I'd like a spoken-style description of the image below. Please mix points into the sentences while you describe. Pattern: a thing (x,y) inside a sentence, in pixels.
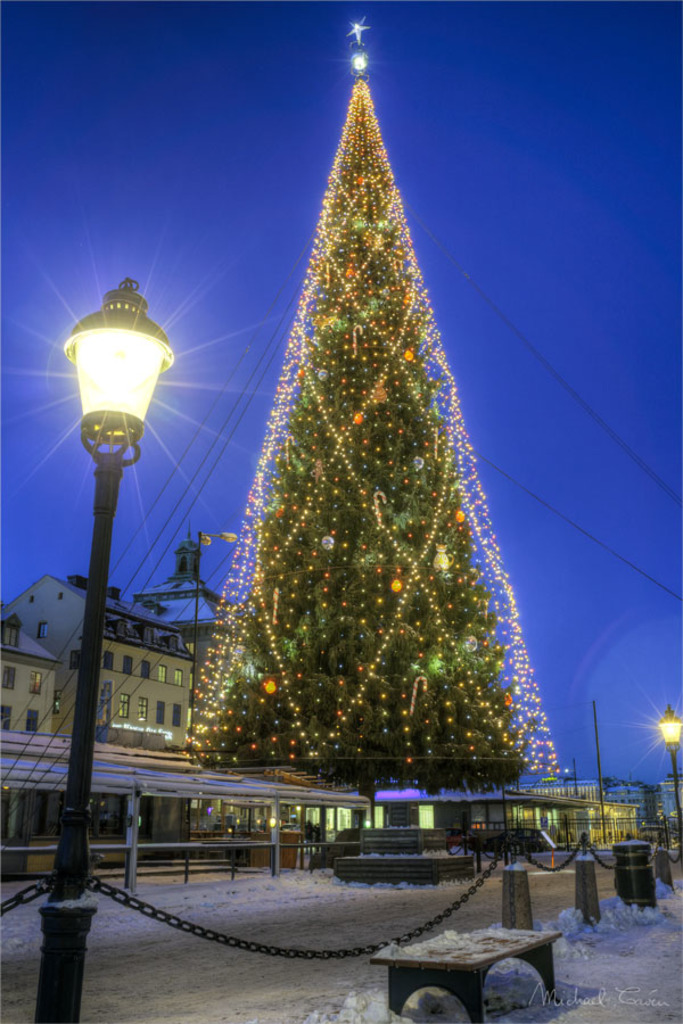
A Christmas tree (379,469) with lights (359,114) A lantern lamp (141,382) with pole (113,474). Far there are buildings (124,685) with windows (140,702).
